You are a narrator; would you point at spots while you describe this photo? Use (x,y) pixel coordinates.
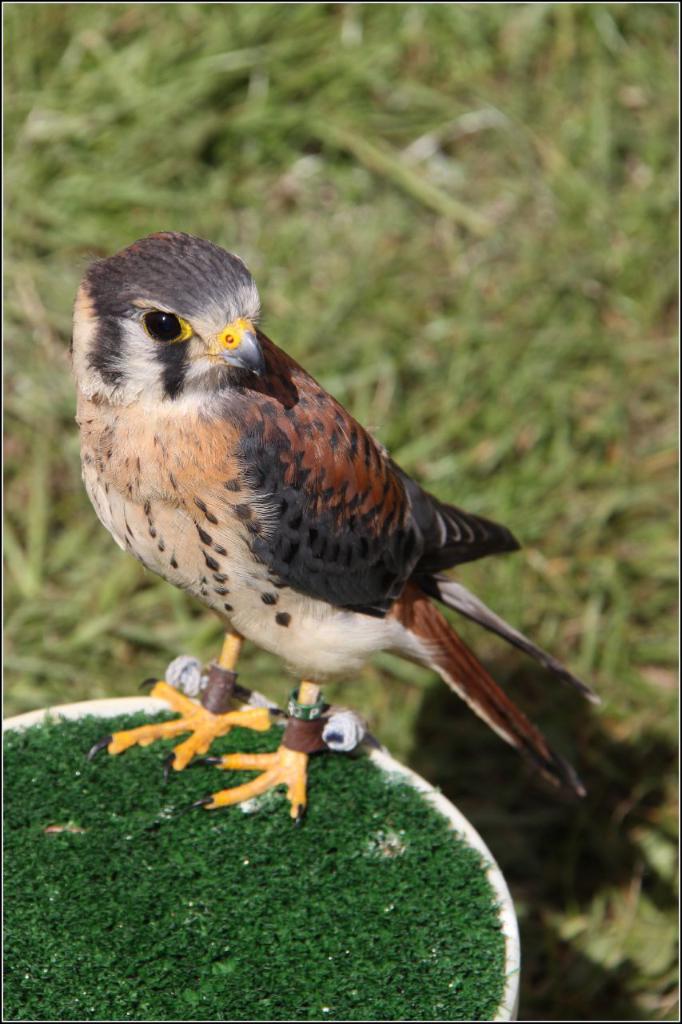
In this image there is a bird (201,579) standing on a green surface (264,841). On the ground (432,229) there are grasses (470,261).
